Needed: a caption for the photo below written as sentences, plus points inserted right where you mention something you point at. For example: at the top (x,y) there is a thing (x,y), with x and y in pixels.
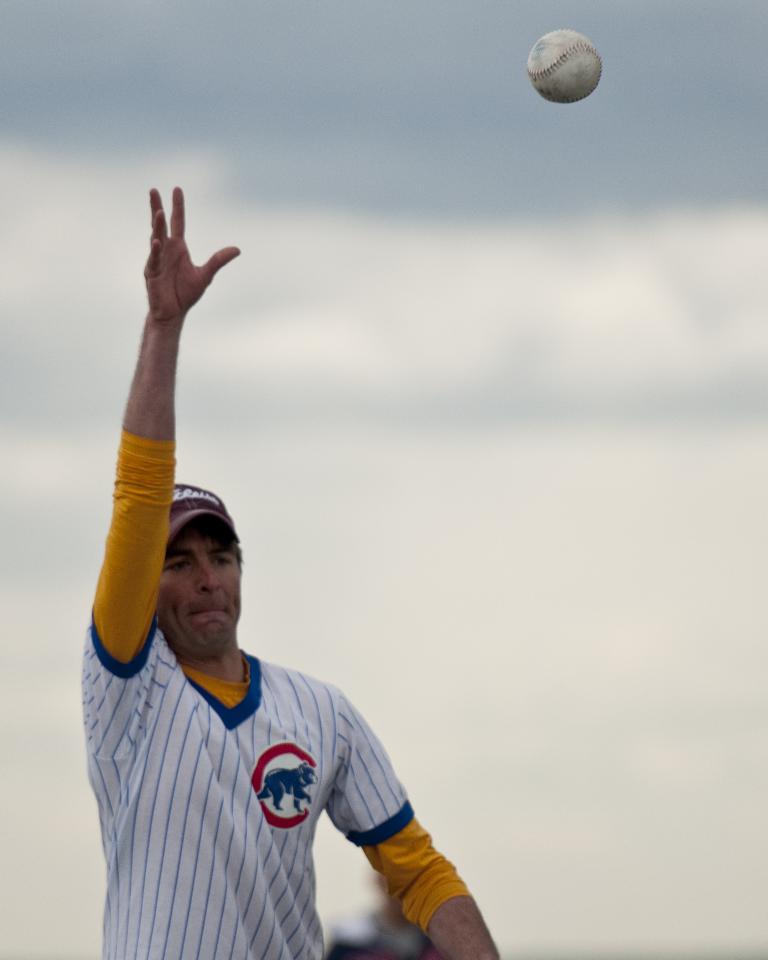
In this picture we can see a man (143,672) and there is a ball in the air (583,271). In the background (439,440) there is sky (32,552).
